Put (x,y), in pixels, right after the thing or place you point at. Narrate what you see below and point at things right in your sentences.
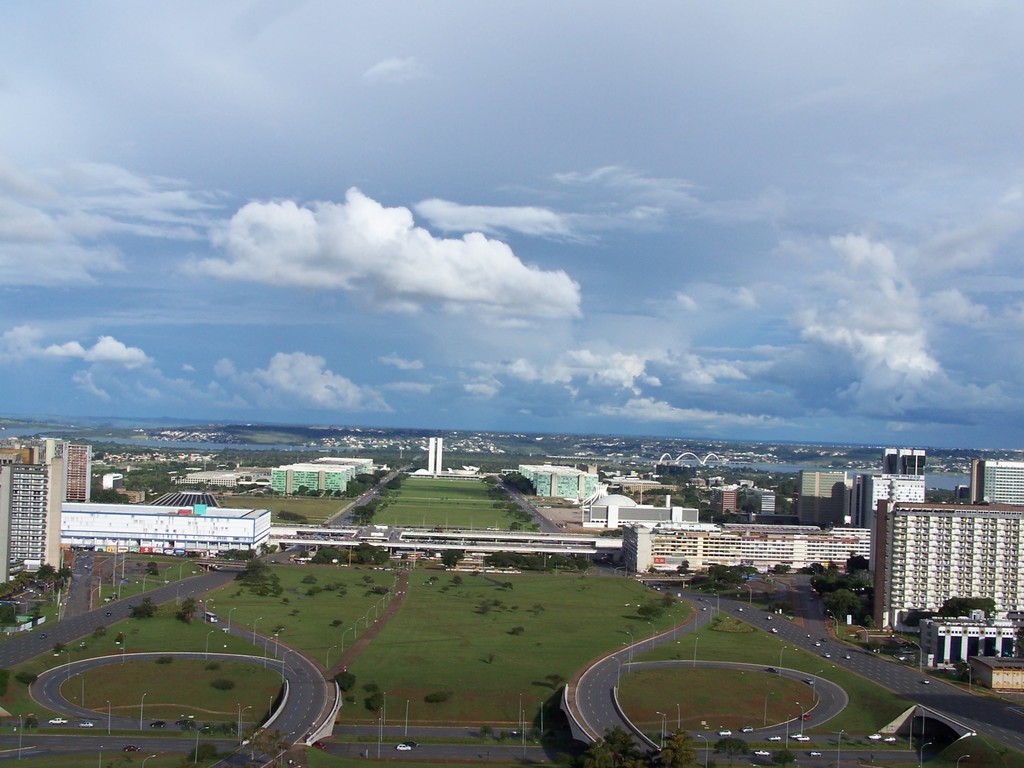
This image is clicked outside. It looks like it is clicked from a plane. In the front (792,578), there are many building (447,474) along with grass (488,510) and roads (226,568). At the top (437,188), there are clouds (323,252) in the sky (225,300).
